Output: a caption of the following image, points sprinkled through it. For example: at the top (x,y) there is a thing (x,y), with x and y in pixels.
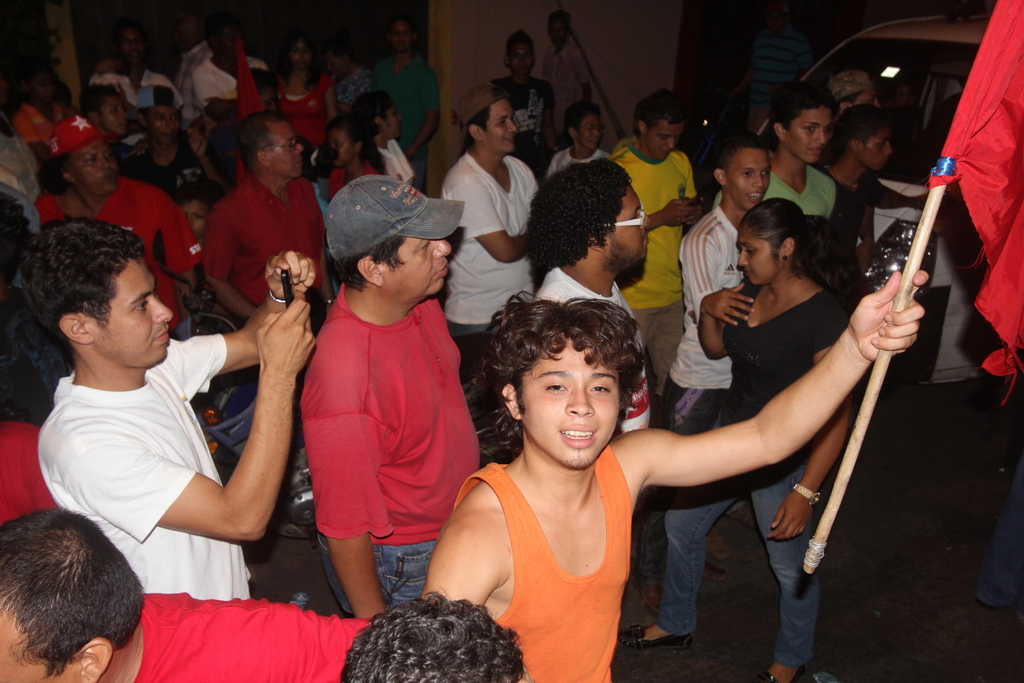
In this image we can see a group of people (635,386) standing on the ground (861,607). In that a man (578,334) is holding the flag (1017,125) with a stick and the other is holding the mobile phone (286,301). On the right side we can see a car (950,312). On the backside (624,8) we can see a wall (513,13).
